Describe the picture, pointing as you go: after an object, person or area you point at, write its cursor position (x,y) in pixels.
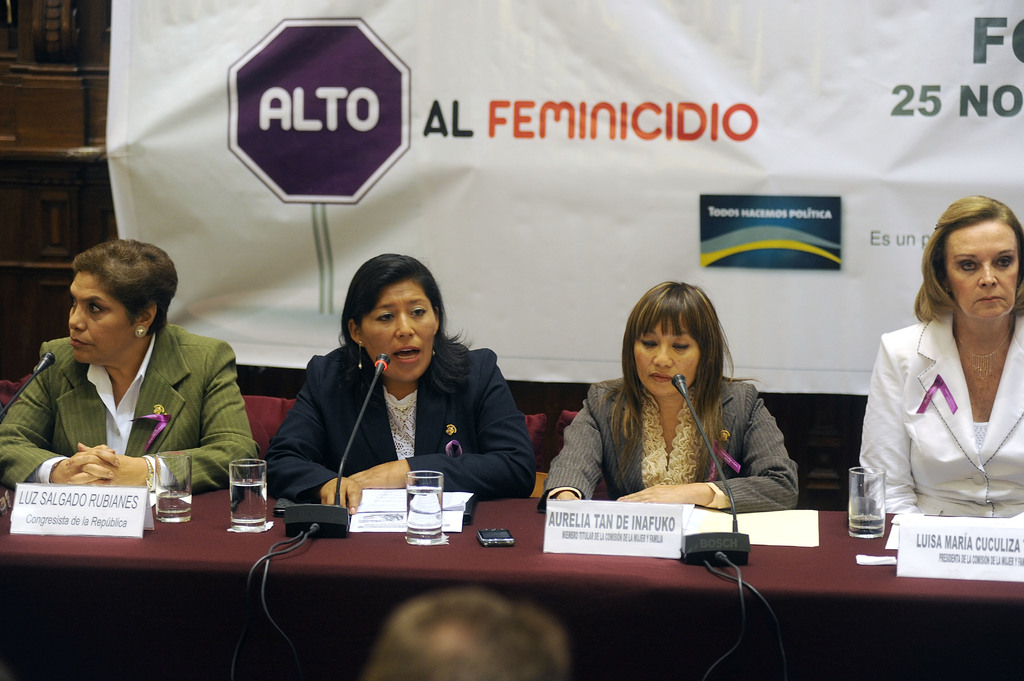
In the image there is a table (478,553) with mics (327,525), glasses (239,479) with water (435,520), name boards (651,555), papers (451,523) and also there is a mobile (479,533). Behind the table (468,553) there are few ladies (980,427) sitting on the chairs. Behind them there is a white poster (348,117) with images (330,68) and something written on it.
